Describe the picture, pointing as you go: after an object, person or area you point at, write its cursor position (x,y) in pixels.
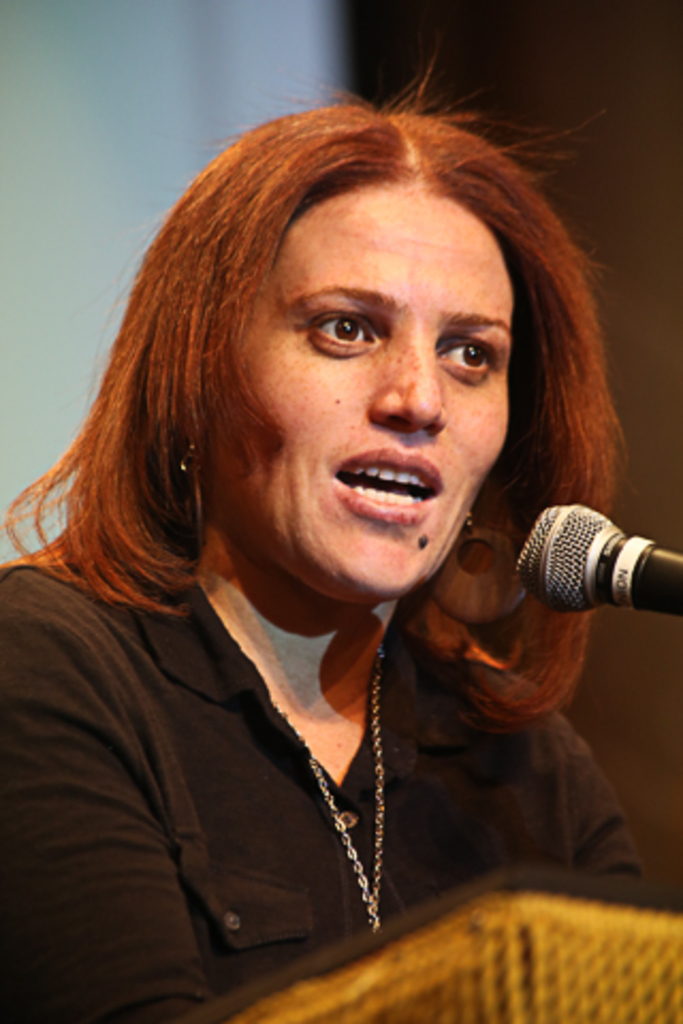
In this image there is a woman (317,696) speaking in front of the mic (626,574) and the background (570,54) is blurry. In the front (540,941) there is an object (525,952) which is brown and black in colour.
